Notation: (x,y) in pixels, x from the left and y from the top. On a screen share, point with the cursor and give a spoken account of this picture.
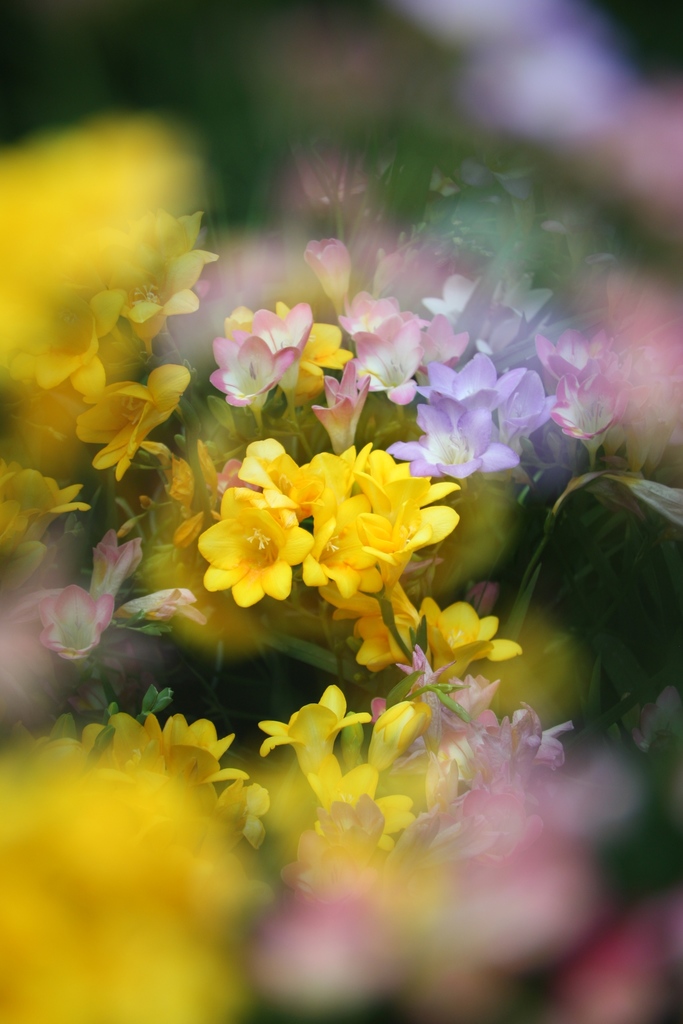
In this picture I can see there are some flowers (342,520) which are in yellow color, some flowers (247,358) are in pink and lavender color and some more flowers (358,817) around them and there are some buds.
